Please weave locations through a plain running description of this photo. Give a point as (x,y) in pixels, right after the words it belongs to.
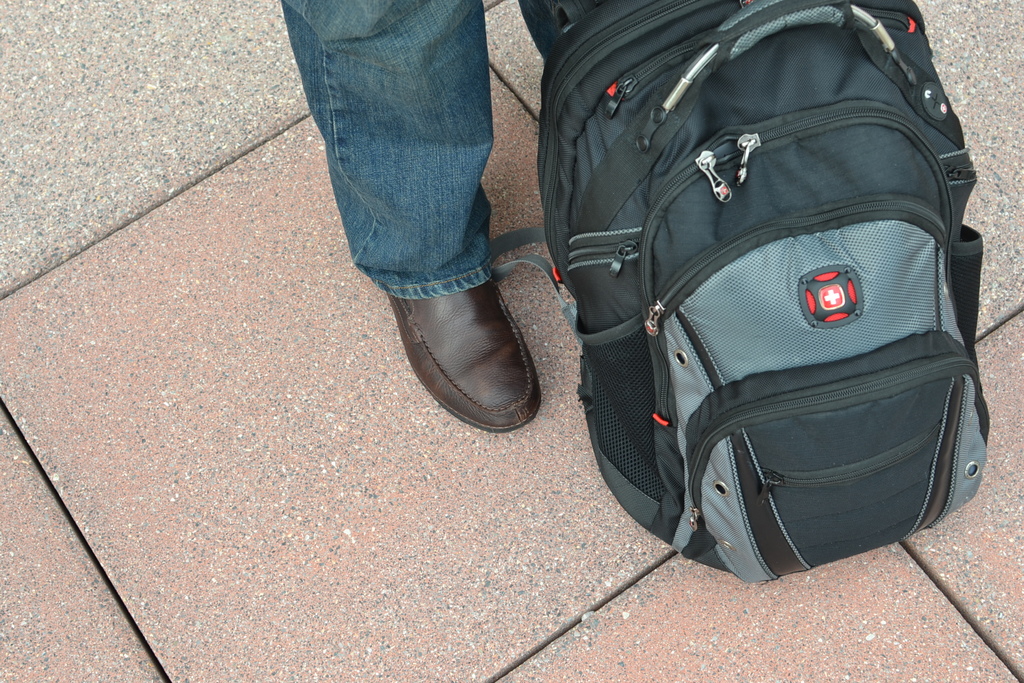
As we can see in the image there is a black color bag (784,226) and person leg (449,137). He is wearing blue color jeans (466,201) and brown color shoes (490,373).
